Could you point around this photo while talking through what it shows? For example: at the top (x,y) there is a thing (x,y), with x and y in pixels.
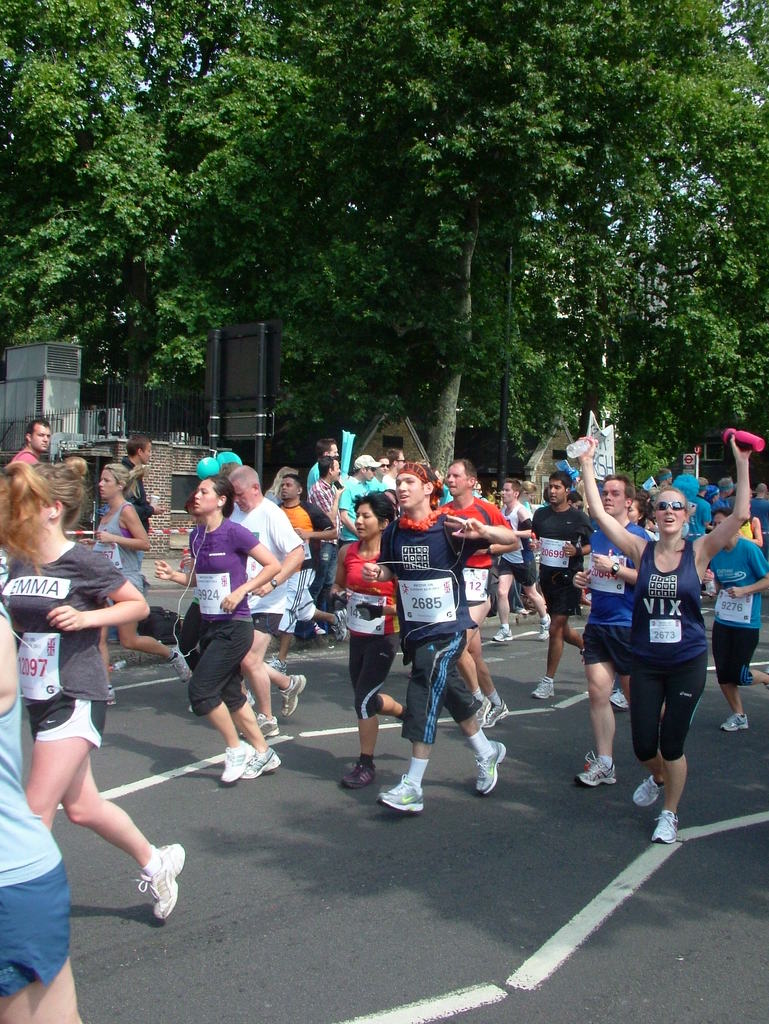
In this picture we can see a group of people (173,874) on the road (319,865) and one woman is holding bottles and in the background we can see trees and some objects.
